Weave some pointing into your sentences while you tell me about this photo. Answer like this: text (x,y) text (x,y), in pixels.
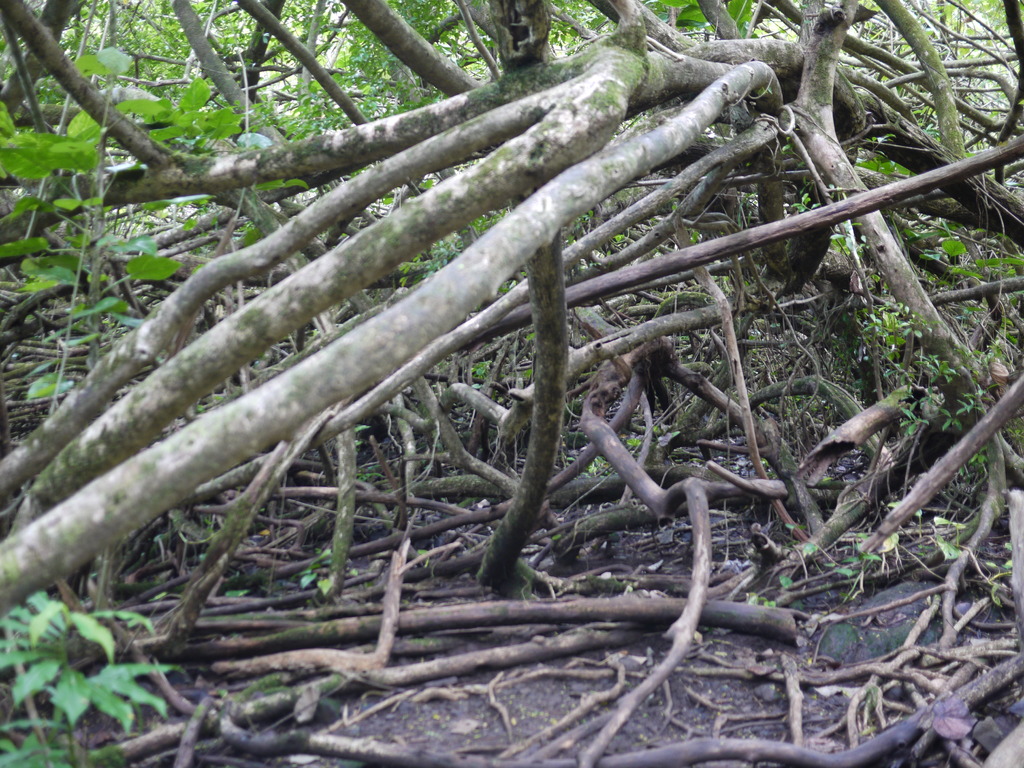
In the foreground of the image (844,723) we can see wood logs (625,607) placed on the ground (450,650). In the center of the image (390,301) we can see the branches (437,147) of a tree (369,128). In the background (150,12), we can see trees (167,22) and some plants (76,705).
